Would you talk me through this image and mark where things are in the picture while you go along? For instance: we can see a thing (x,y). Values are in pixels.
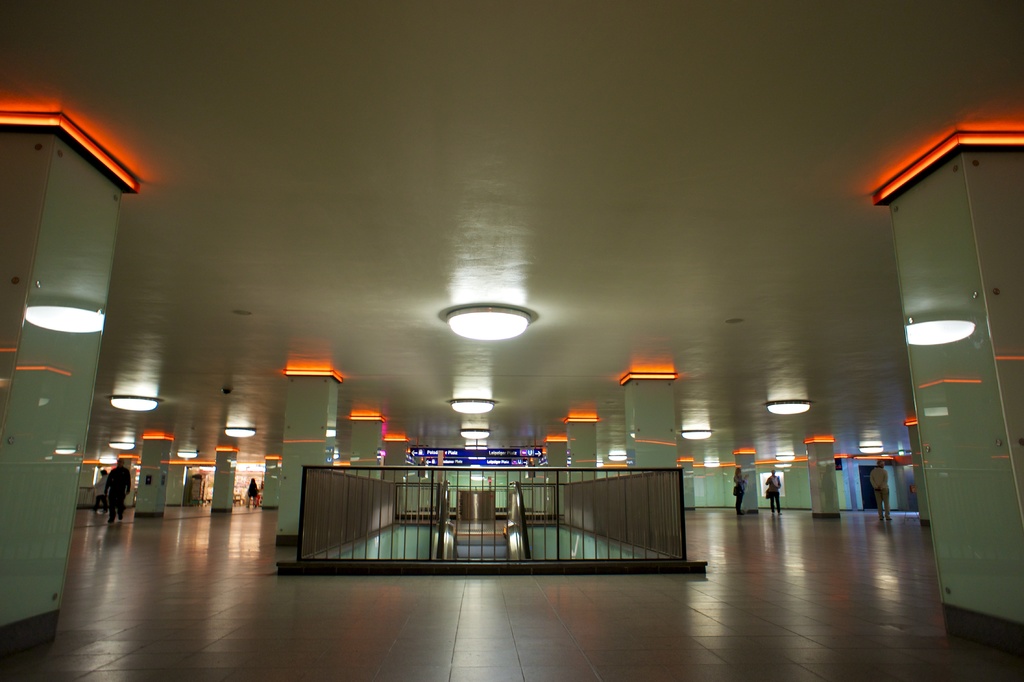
In this image at the bottom (379,605) there is floor (722,610), and also we could see some pillars (990,461), lights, and in the center (460,452) there is a railing (456,524) and some boards (439,461) and there are some people (109,480). At the top (622,182) there is ceiling (712,284) and some lights (698,436).
